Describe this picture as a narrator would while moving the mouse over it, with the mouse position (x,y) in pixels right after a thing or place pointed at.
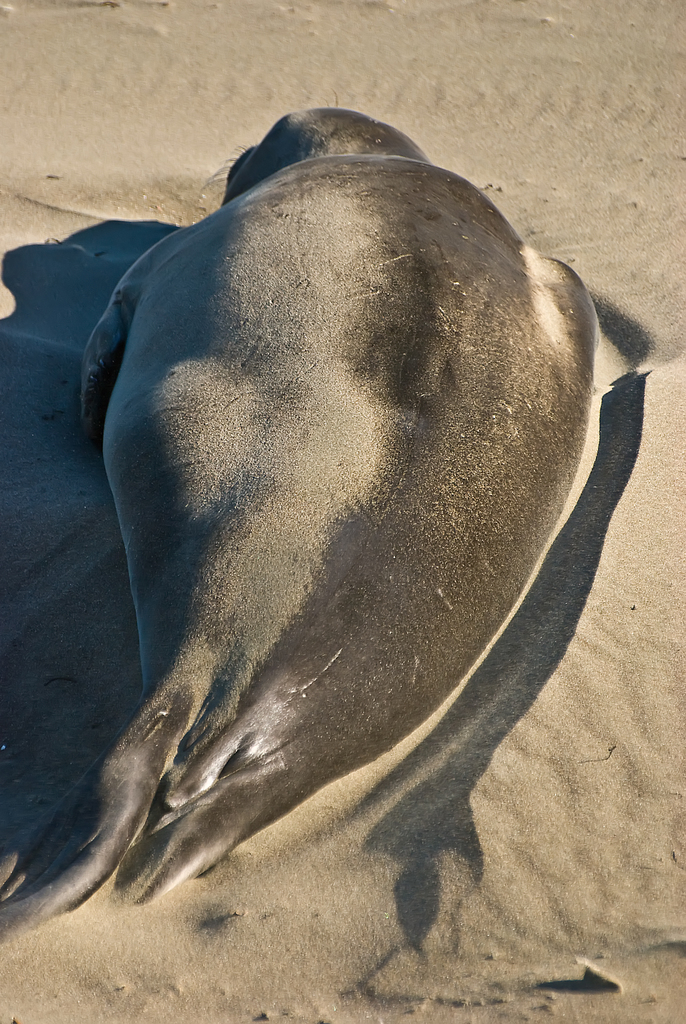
In this image, we can see a seal (432,666) on the sand (541,742).
